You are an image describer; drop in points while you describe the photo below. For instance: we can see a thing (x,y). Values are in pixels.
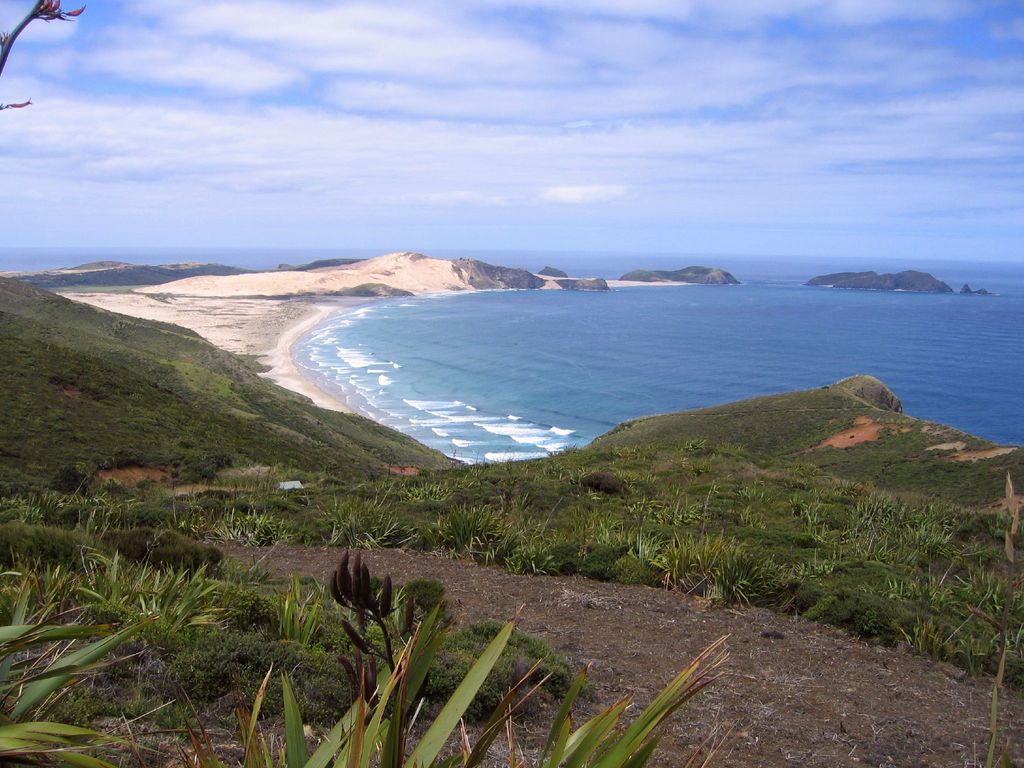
In this image in the center (533,351) there is a beach (156,312) and at the bottom (598,608) there are some plants (620,462) grass (766,477) and sand (468,600), in the background (295,268) there are some mountains (379,268). On the top of the image (348,144) there is sky (435,142).
